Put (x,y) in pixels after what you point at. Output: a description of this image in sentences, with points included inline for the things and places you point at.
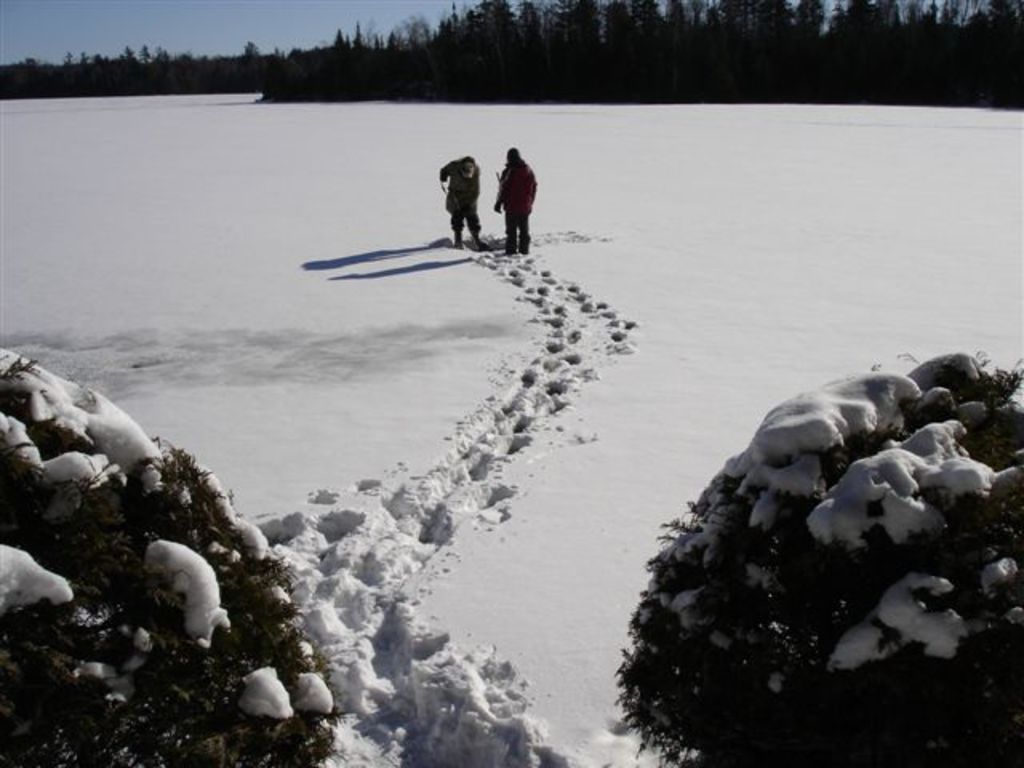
In this image in the center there are two people (454,202) standing, and at the bottom (229,593) there is snow (432,206) and some plants (227,607) and the plants (772,569) are covered with snow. And in the background (104,72) there are trees (143,77) and sky (161,42).
